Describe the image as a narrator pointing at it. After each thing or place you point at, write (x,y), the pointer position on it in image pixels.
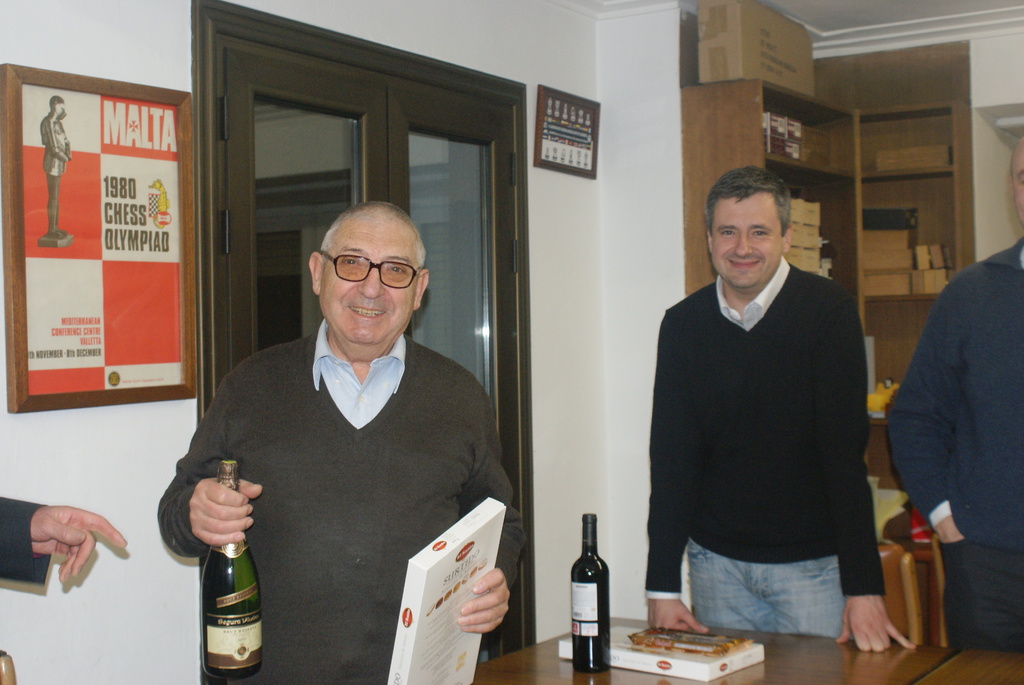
In the picture we can see two men (655,418) and one person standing near the table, one person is holding a wine bottle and box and another person (784,392) is standing and smiling, on the table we can see a wine bottle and a box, just behind to them there is a racks (864,79) and shelves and we can see some things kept in it, and there is a white wall (619,436) to wall (55,477) there is a photo frame (93,273).
